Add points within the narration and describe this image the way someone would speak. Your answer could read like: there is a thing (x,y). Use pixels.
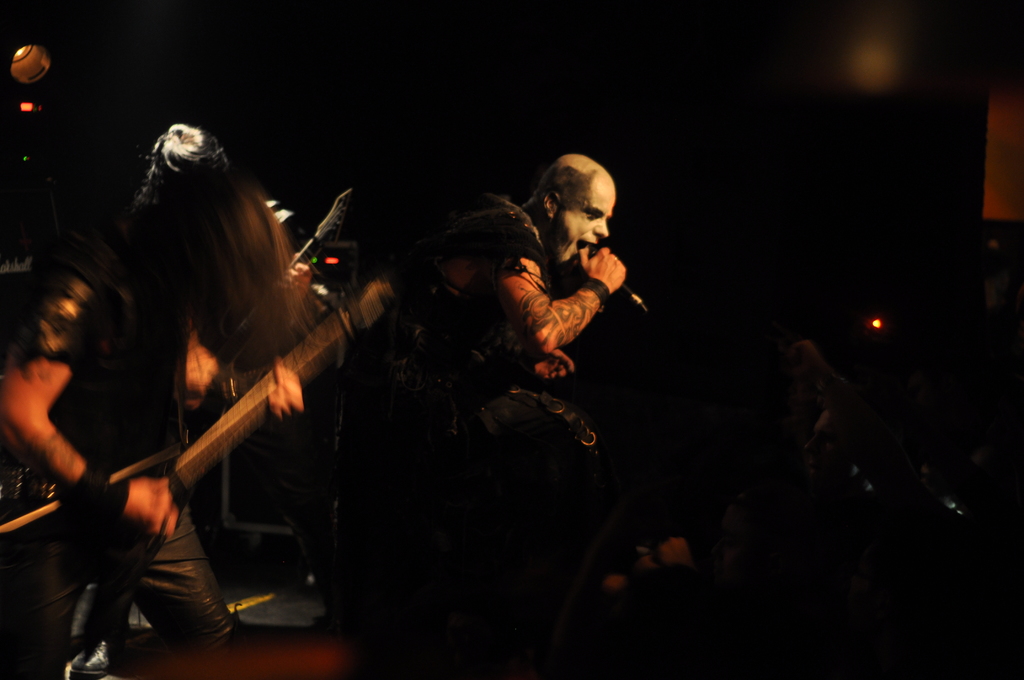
In the image we can see few persons (446,404). In the center (574,251) we can see the man (509,371) standing and holding microphone (598,249). On the left side (84,333) we can see one person (136,445) holding guitar (202,444). And coming to back we can see light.
